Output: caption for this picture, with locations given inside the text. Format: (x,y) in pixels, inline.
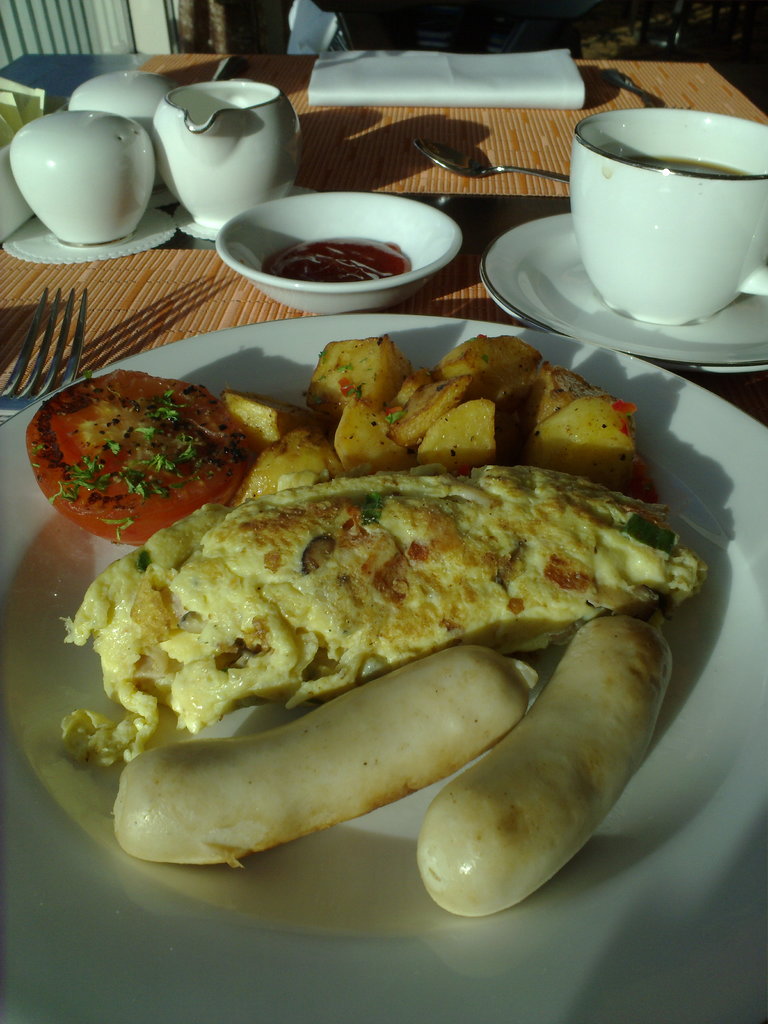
There are two sausages (464,683), an omelet (235,582), potato pieces (340,368) which are fried and tomato piece (121,458) which is fried, on the table (758,398), on which, there are white color cups (64,132), a cup (708,152) on the saucer (576,313), a fork (13,383), a spoon (444,160) and other objects (40,128). In the background (543,44), there are other objects (522,3).
